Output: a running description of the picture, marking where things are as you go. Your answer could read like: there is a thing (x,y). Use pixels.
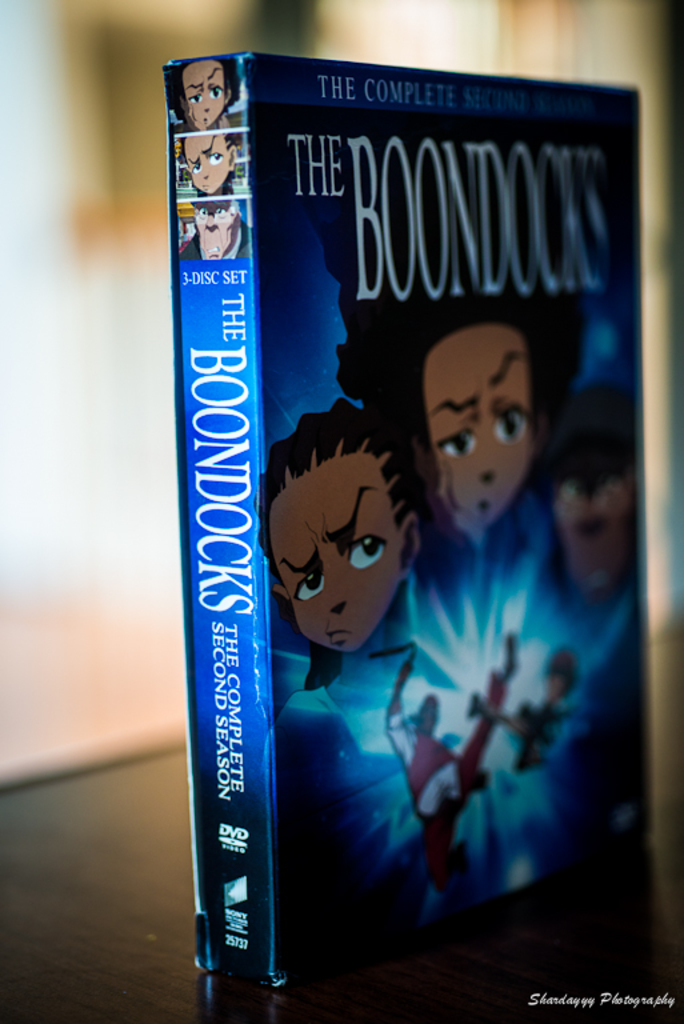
In this image we can see a DVD box (405,537) on a platform (156,1017). In the background (30,46) the image is blur but there are objects (659,133).
